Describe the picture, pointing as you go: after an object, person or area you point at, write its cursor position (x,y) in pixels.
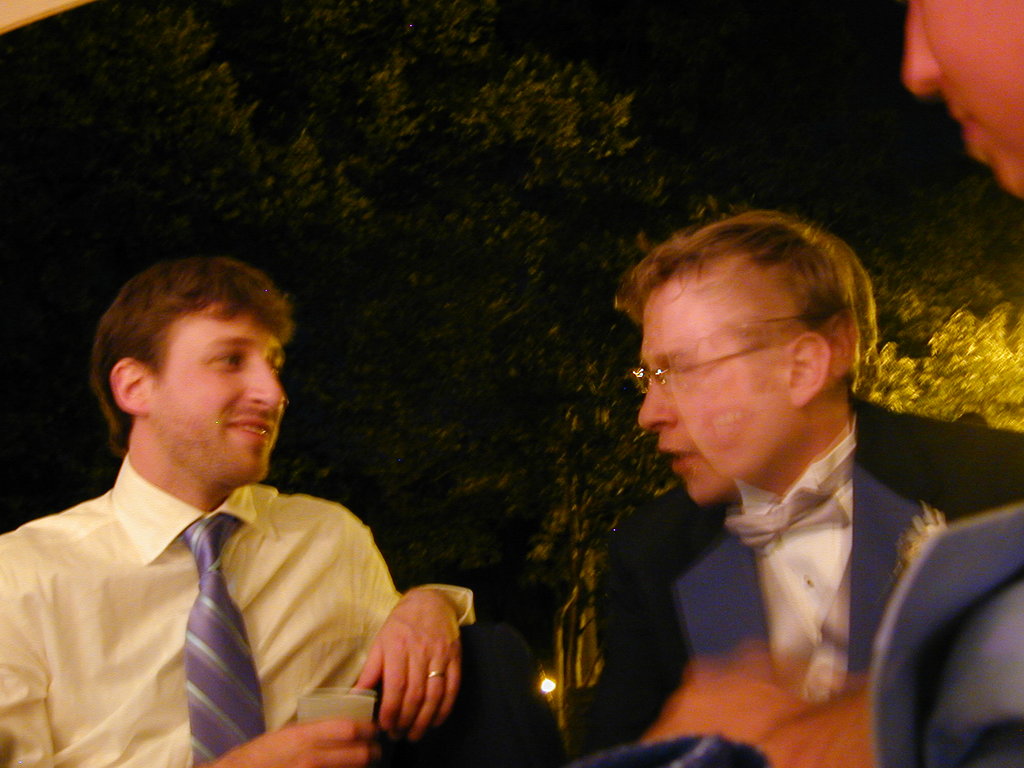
In this image we can see a few people (322,561), one of them is holding a glass (306,721), there are trees (454,327), and a light (550,681).
